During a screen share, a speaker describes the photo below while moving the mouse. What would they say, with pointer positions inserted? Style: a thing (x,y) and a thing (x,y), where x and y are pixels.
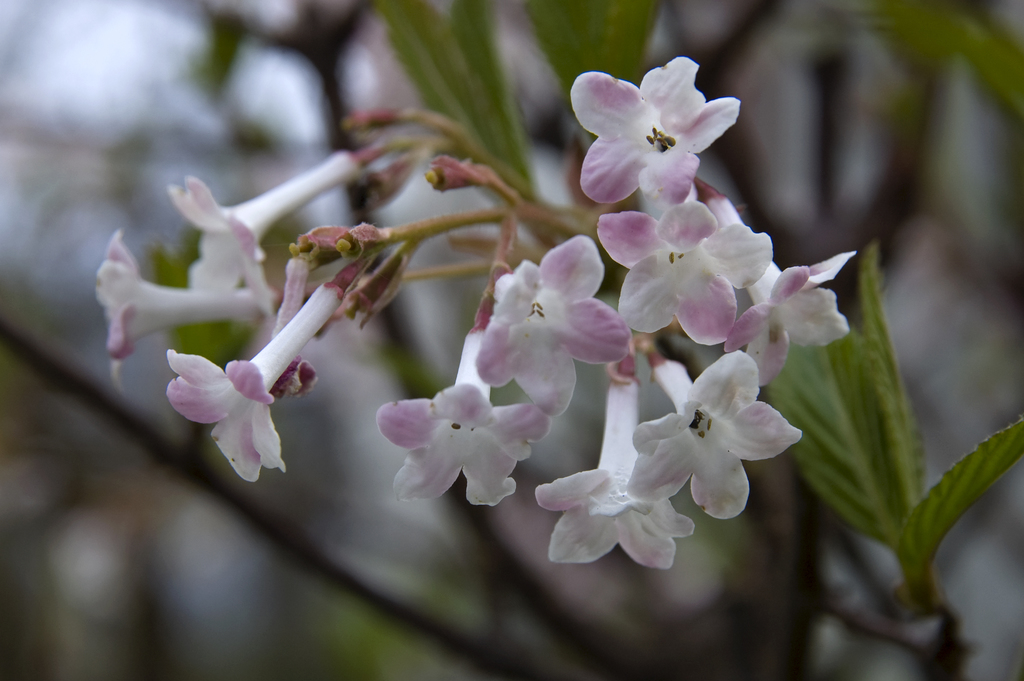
In this image we can see a bunch of flowers (511,313) to the stem (395,232) of a plant (543,354).
